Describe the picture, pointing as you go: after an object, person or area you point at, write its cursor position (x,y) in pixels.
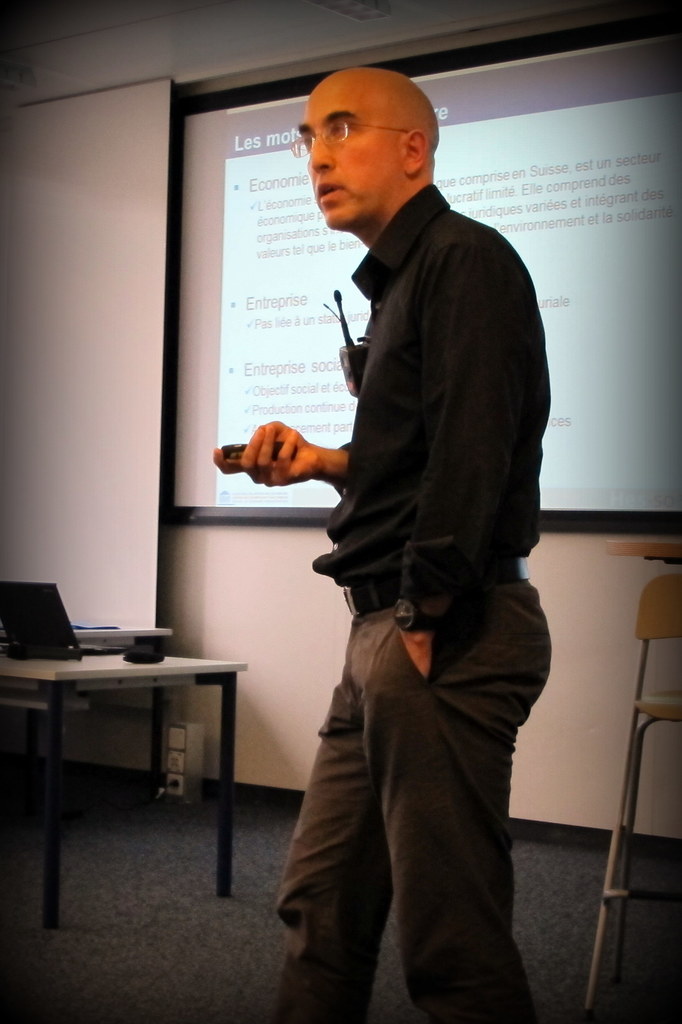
In this picture a guy (368,711) with a electronic device (241,450) in his hand (252,450) and a screen (331,254) is in the background (323,489).
